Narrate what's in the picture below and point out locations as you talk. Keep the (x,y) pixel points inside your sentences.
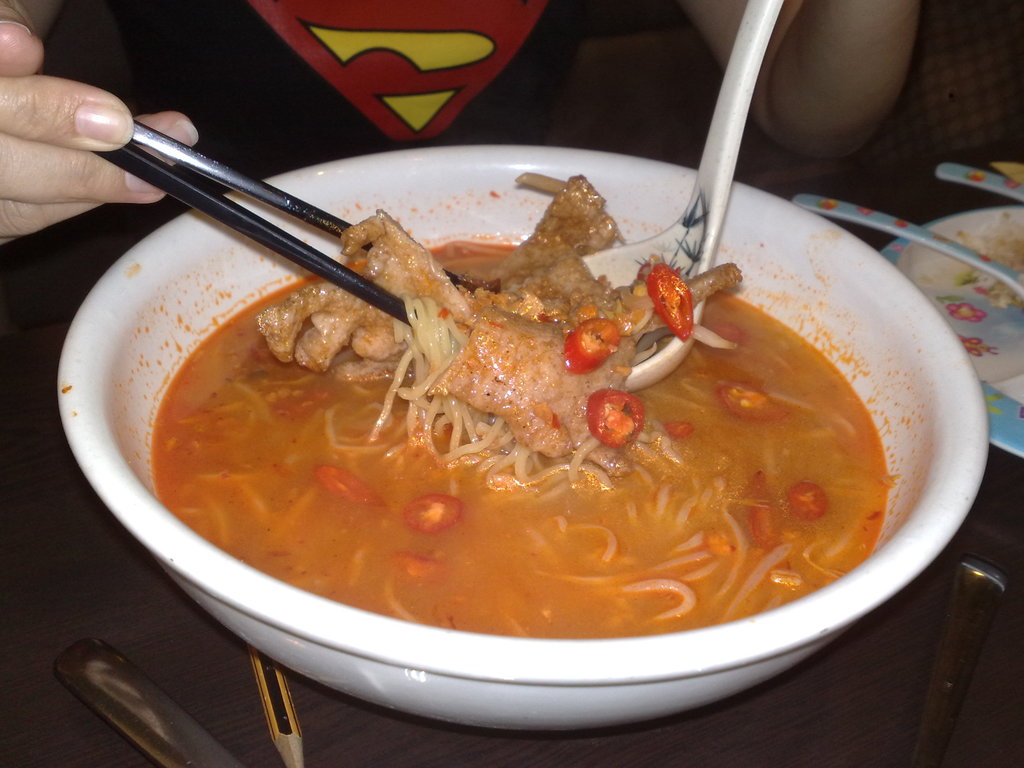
In the foreground of this image (501,313), there is soup (542,544) and Maggie bowl (551,523) on a wooden table (812,737) on which there are spoons (169,736), a pencil (285,710), platter (1014,432) are on it. On the top (465,70), there is a person (423,110) holding chopsticks (200,185) and a spoon (766,37).
